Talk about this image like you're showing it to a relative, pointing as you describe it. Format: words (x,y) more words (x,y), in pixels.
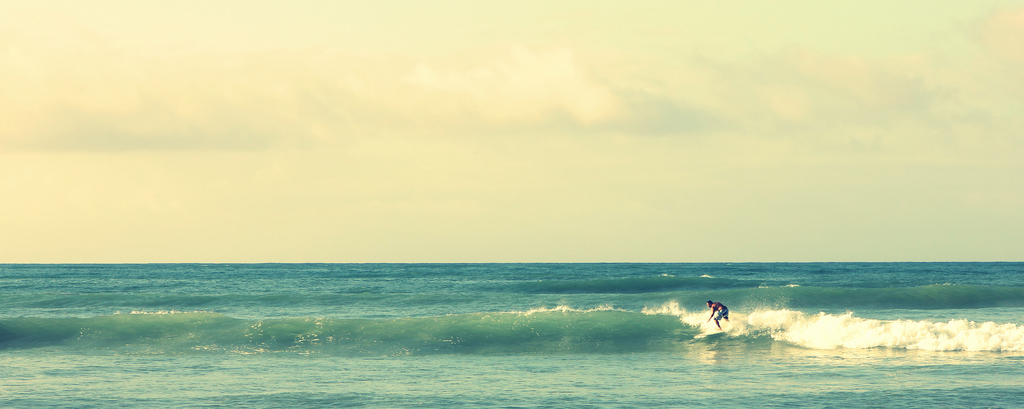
In this image we can see there is a person (720,305) standing on the surfing board (704,336), which is on the ocean (252,326). In the background (370,185) there is a sky (334,169).
